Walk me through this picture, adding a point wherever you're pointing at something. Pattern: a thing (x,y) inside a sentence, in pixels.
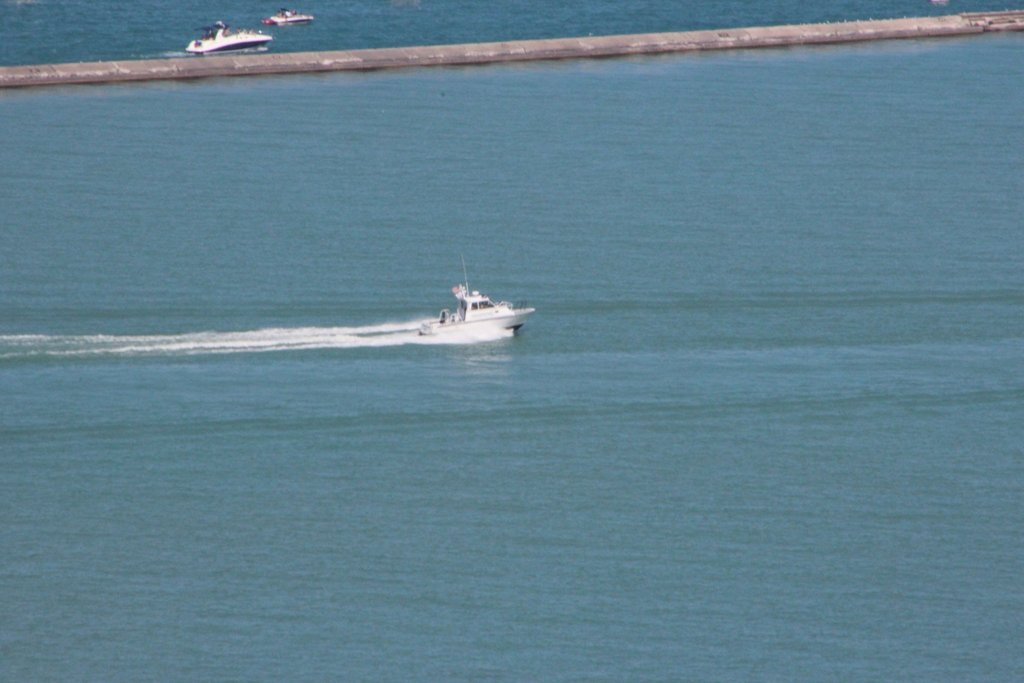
In this image we can see some boats (510,321) in a large water body (547,350). On the backside (556,43) we can see a walkway bridge (84,81).
